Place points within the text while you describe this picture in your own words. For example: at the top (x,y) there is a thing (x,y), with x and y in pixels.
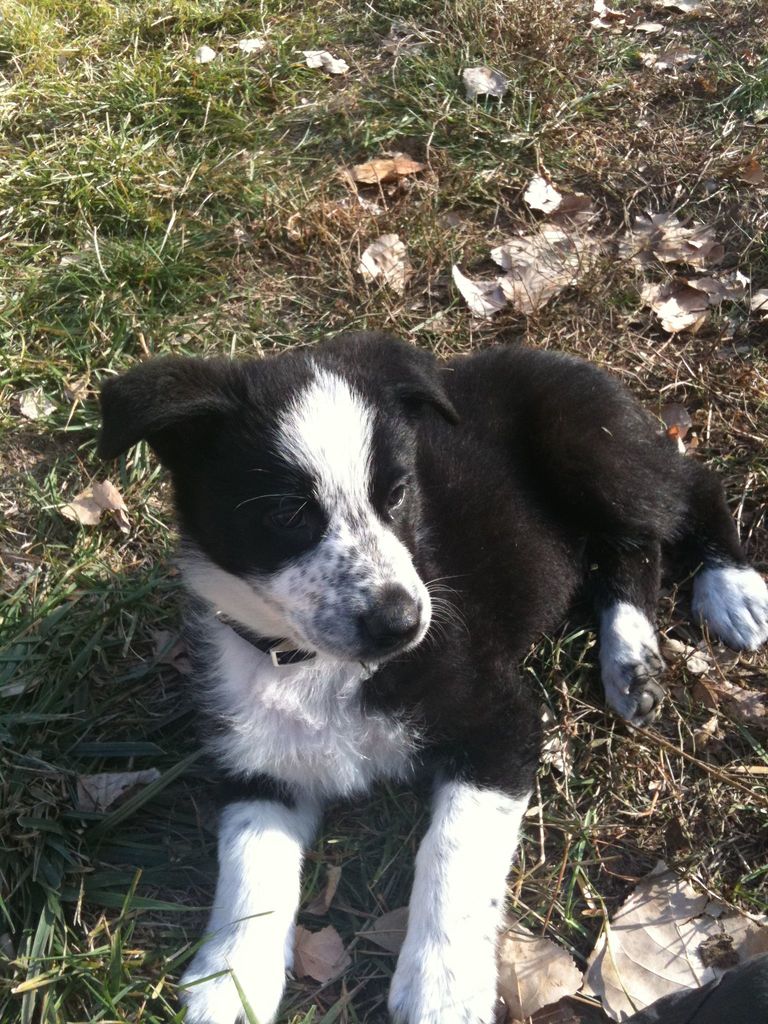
In this picture we can see a dog (367,339) on the ground (588,1009). In the background (251,29) we can see dried leaves (566,278) on the grass (260,100).
